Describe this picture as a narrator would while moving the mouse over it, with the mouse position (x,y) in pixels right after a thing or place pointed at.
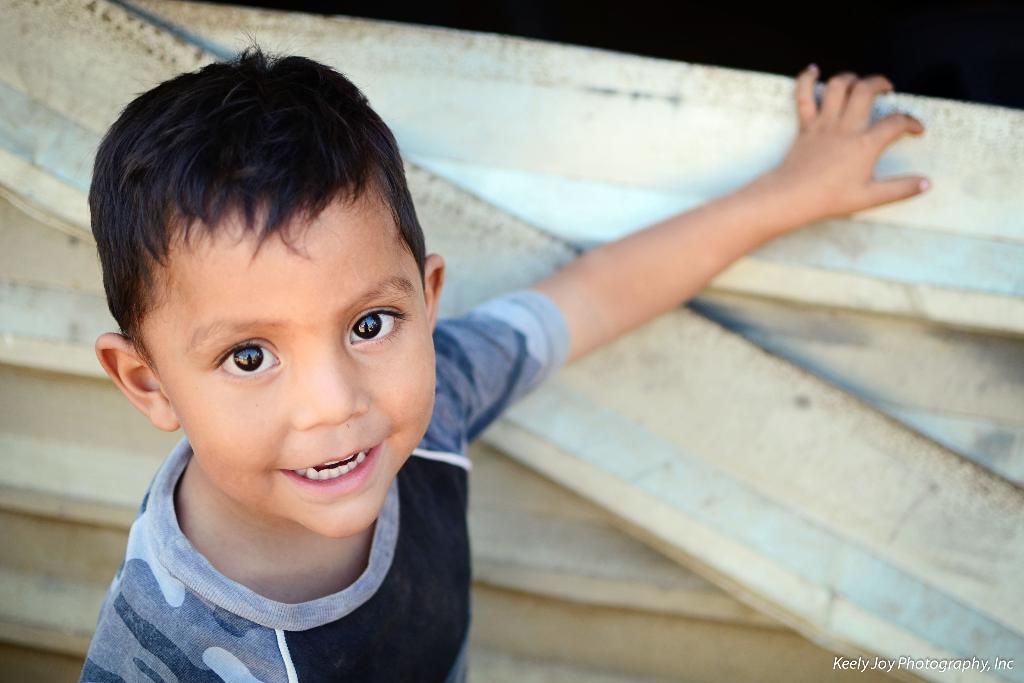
A boy (327,401) is standing and smiling wearing a grey and black t shirt (310,655).
